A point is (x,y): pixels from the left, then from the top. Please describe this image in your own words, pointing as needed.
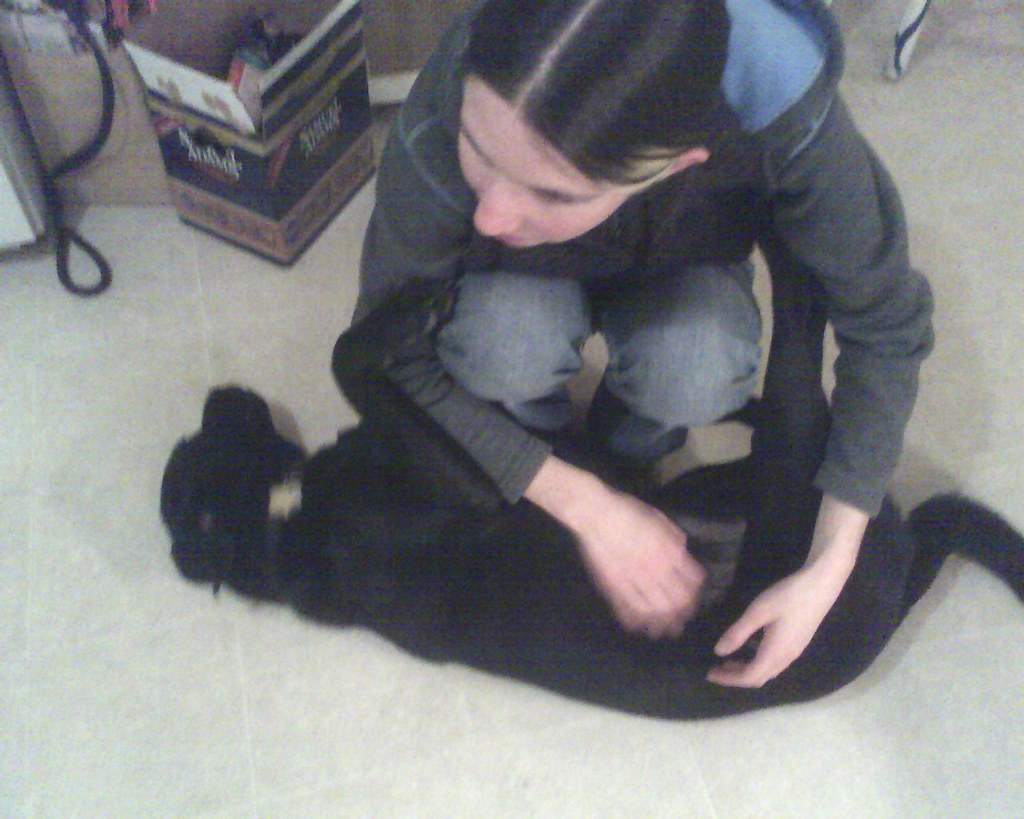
In this image in the foreground (448,353) we can see there is a dog (225,504) lying and woman (486,393) is bending.
